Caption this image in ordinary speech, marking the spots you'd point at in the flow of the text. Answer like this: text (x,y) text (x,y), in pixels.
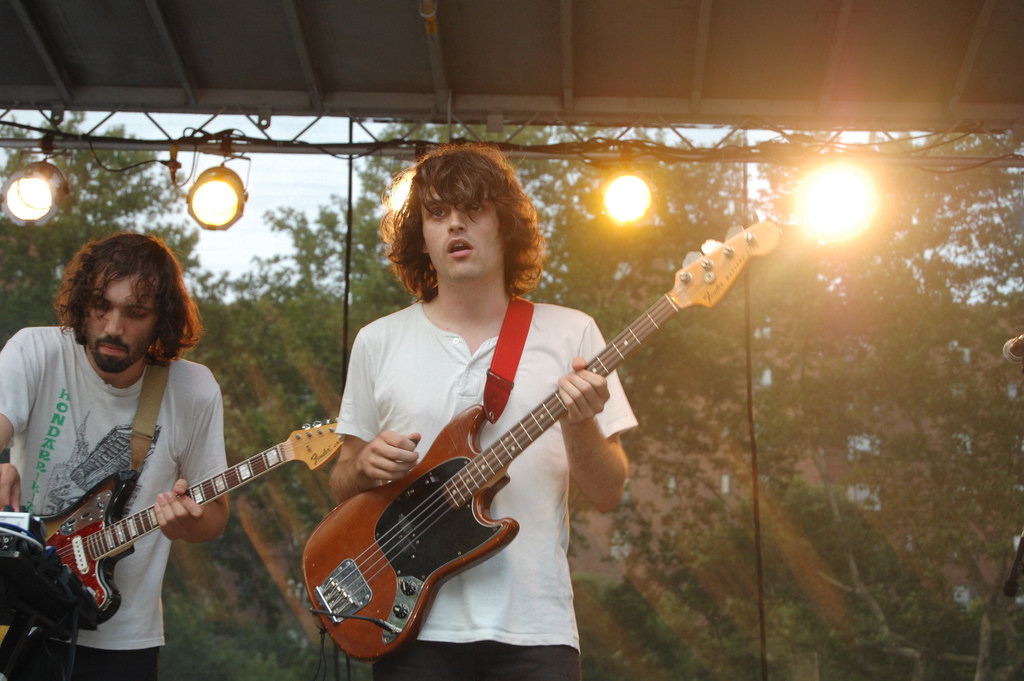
In this picture we can see two men (551,334) holding guitars (87,573) in their hands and playing it and in background (381,255) we can see lights (612,201), trees (655,240).
